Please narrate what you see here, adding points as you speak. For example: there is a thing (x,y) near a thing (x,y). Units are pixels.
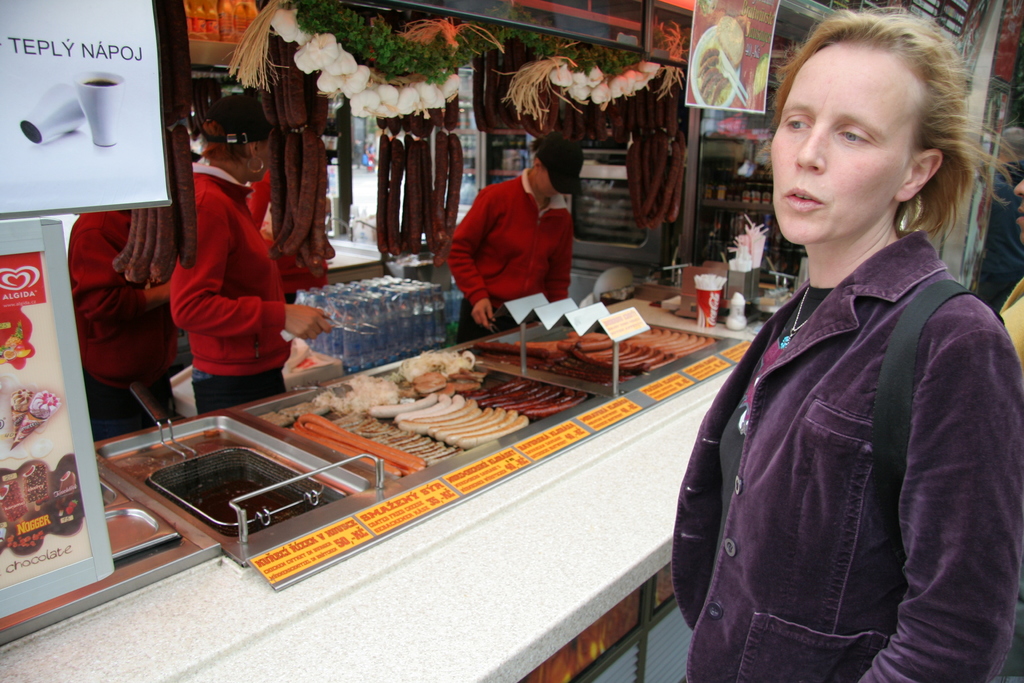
In the image I can see a person (848,393) wearing the jacket (796,447) and standing in front of the desk (611,457) on which there are some things (433,431) placed and also I can see some other people (146,299) and some things (566,123) hanged.
